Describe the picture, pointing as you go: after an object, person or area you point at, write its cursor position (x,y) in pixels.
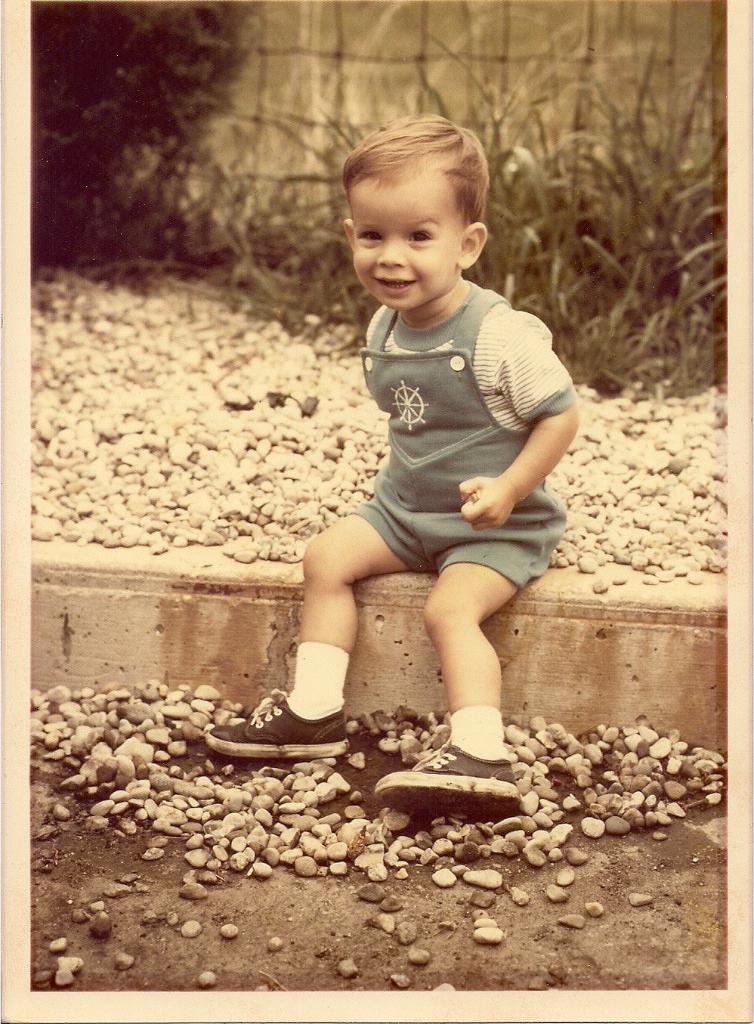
In this image in the front (370,853) there are stones (385,873) in the center (482,450) there is a boy (489,480) sitting and smiling. In the background (178,52) there are plants (637,189).
